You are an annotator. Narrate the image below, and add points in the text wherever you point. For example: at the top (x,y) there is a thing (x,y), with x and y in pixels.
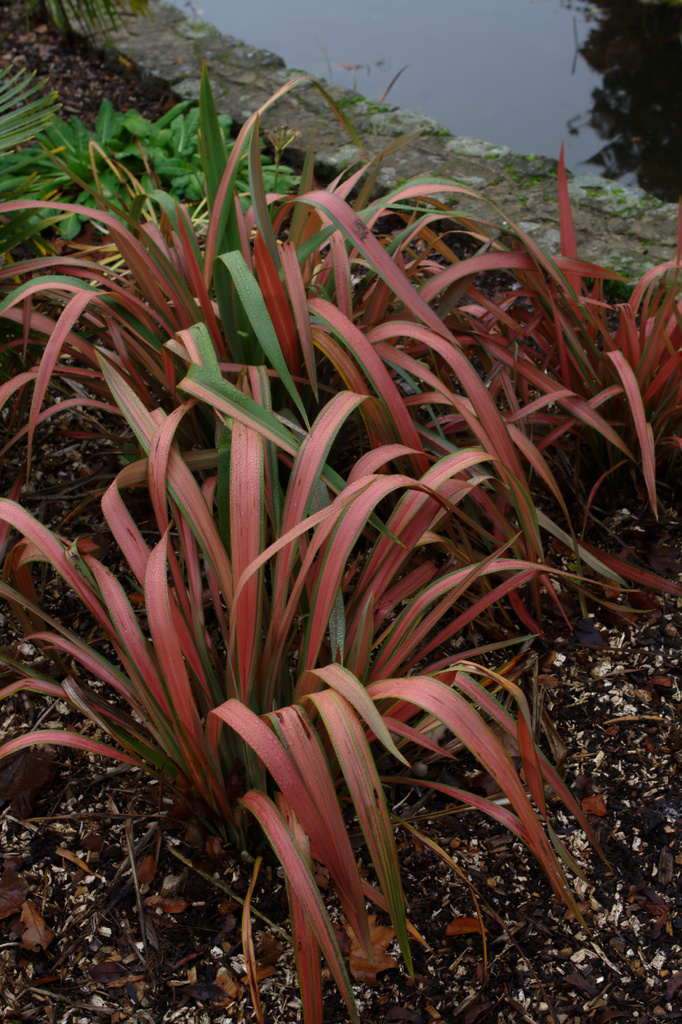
In this picture I can see few plants (405,503) in the middle (405,503), in the top right hand side (568,62) I can see the water (551,125).
